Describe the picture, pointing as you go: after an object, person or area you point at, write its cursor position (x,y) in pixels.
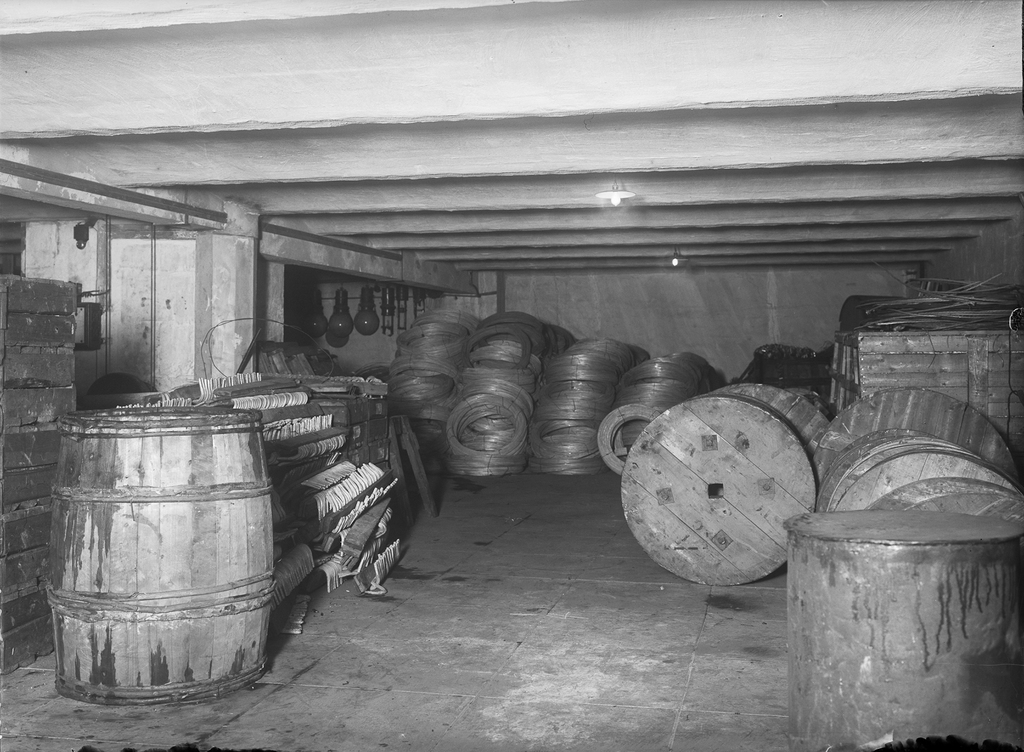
In this image we can see barrels (250,651), wooden bars (292,349), wound wires (521,411) and electric lights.
